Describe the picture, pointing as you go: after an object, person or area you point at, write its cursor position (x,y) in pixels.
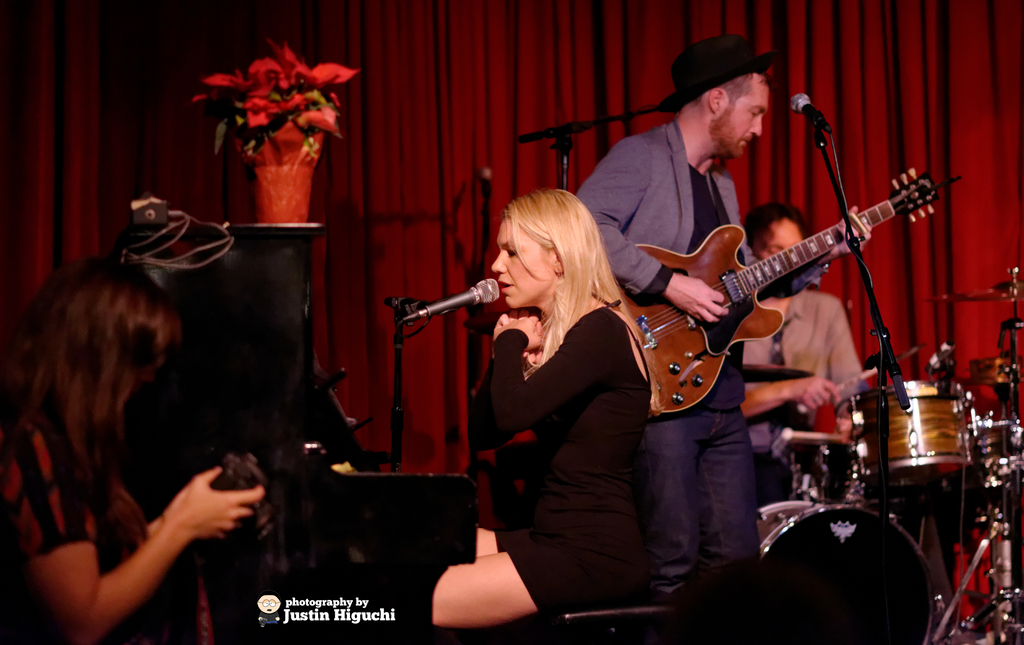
This picture is taken in a room (932,522), There are some music instrument (961,432) which are in yellow and black color. In the left side (107,552) there is a woman (97,489) holding a camera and taking a pic, In the middle (617,408) there is a woman (617,441) wearing a black dress (572,453) singing in a microphone (440,306), In the right side (694,455) there is a man (694,468) standing and holding a music instrument (686,342) which is in brown color, In the background (872,64) there is a red color curtain (422,60) and in the left side (265,196) there is a red color flower vase (283,147).
